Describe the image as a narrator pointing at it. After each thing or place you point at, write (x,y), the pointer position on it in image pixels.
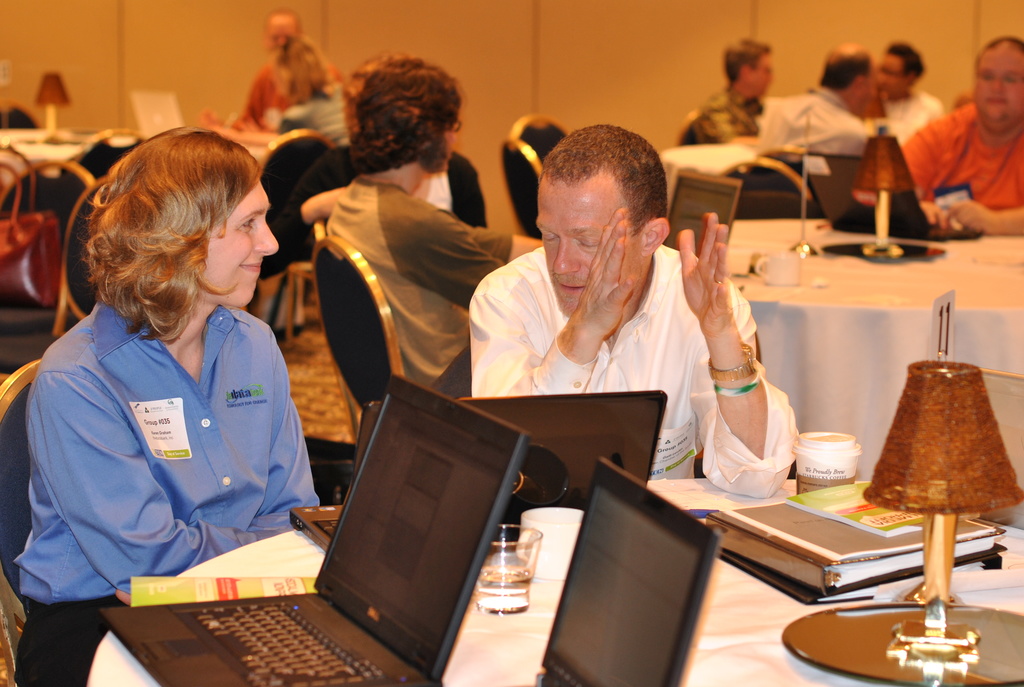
This picture is clicked inside the room (342,112). There are many people (641,172) sitting on the chair (326,253). Woman (244,379) on the left corner of this picture (232,482) wearing blue shirt (133,425) is smiling. The man (717,455) in white dress (554,373) in middle of the picture (608,322) is explaining something to the girl (259,468) and in front of them, we find the table (767,632) on which lamp (930,518), books (888,526), glass (526,569), laptops (585,547) are placed on it. Behind them, we have a wall (193,41) and in the room (108,159), we find many chairs (92,146) and tables (75,146).
